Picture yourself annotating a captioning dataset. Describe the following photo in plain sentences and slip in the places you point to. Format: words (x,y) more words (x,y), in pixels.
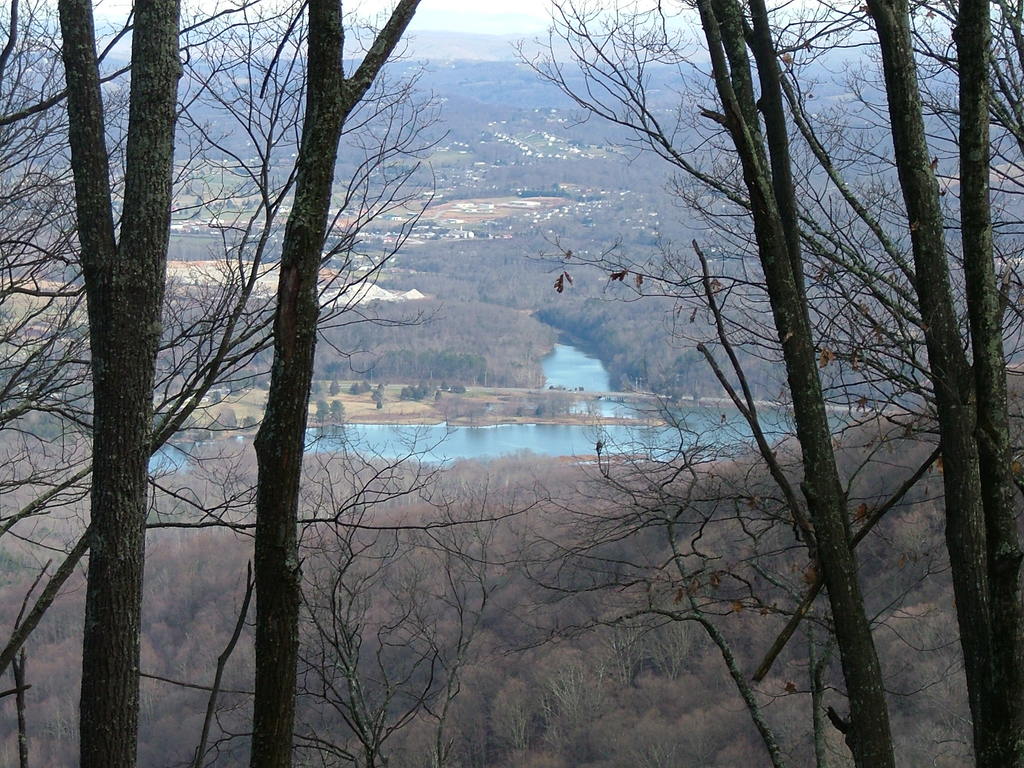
This image is taken from a top of a mountain (895,526), where we can see many trees (562,457), water (553,369), mountains (861,195) and houses (500,136).
